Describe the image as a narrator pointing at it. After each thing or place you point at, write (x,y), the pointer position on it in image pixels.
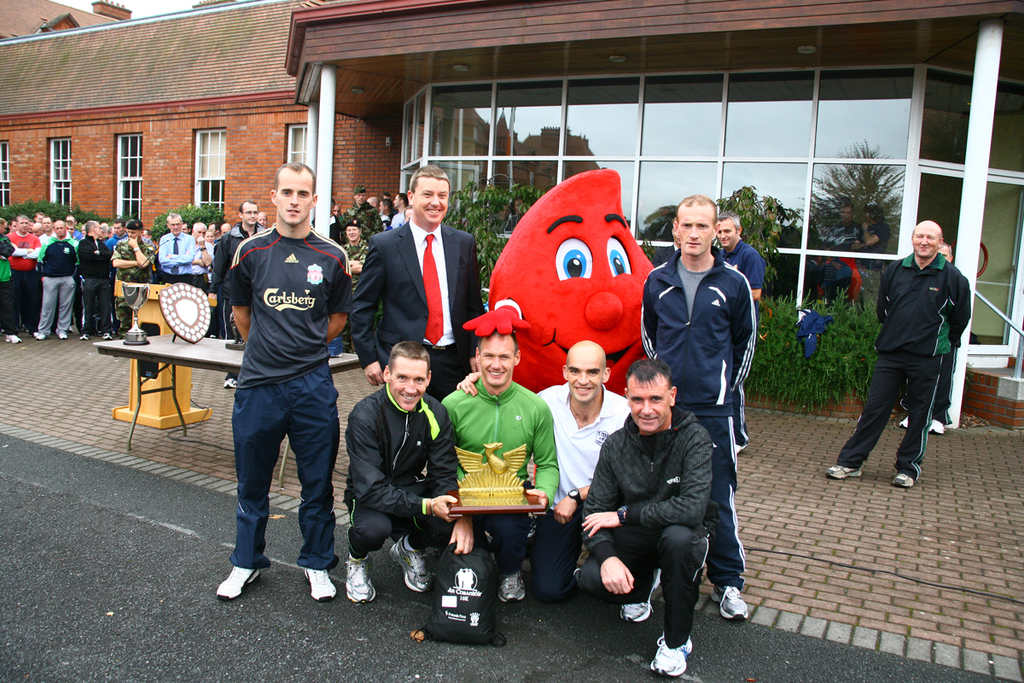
The image describes about group of people (82,291) some people (201,232) are standing some people (406,405) are sitting we can see some shields (167,321) on the table (180,357), and we can also see couple of buildings (282,41) and trees (49,211).
